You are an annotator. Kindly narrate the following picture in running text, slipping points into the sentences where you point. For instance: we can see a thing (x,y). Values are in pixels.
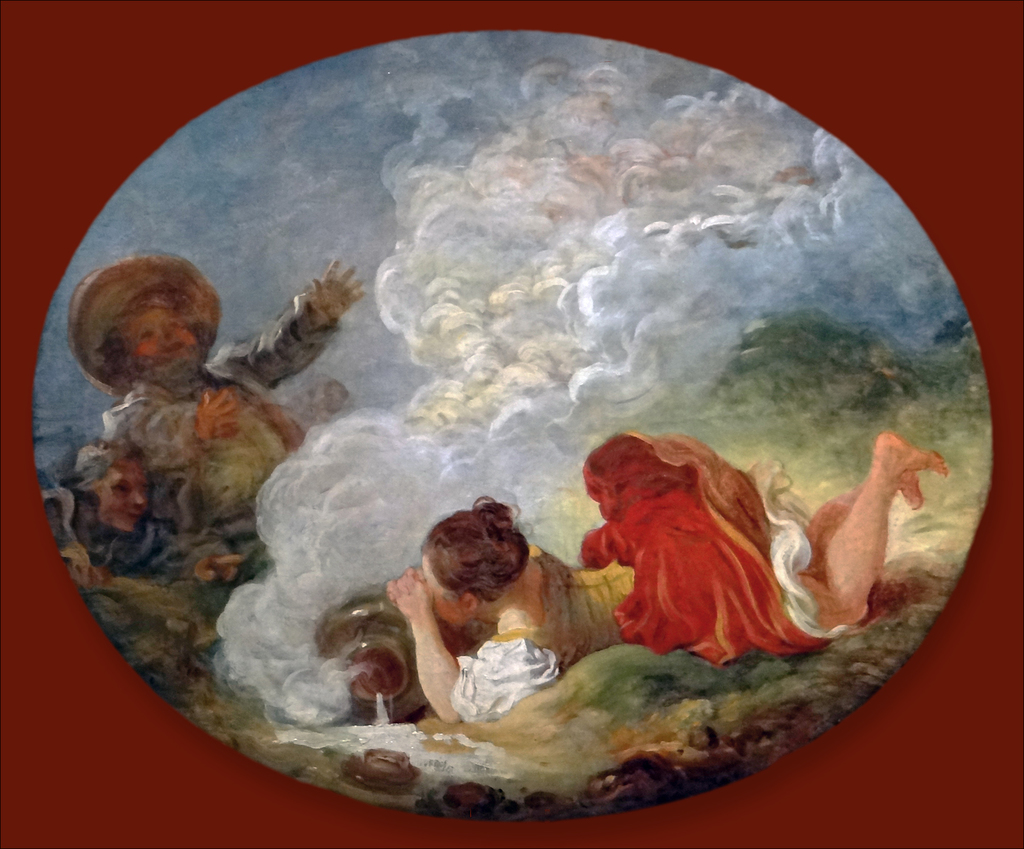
This picture shows a painting (808,296) where a woman (590,485) laid on ground (810,673) and a man (99,360) with a hat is spreading his hands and standing.
